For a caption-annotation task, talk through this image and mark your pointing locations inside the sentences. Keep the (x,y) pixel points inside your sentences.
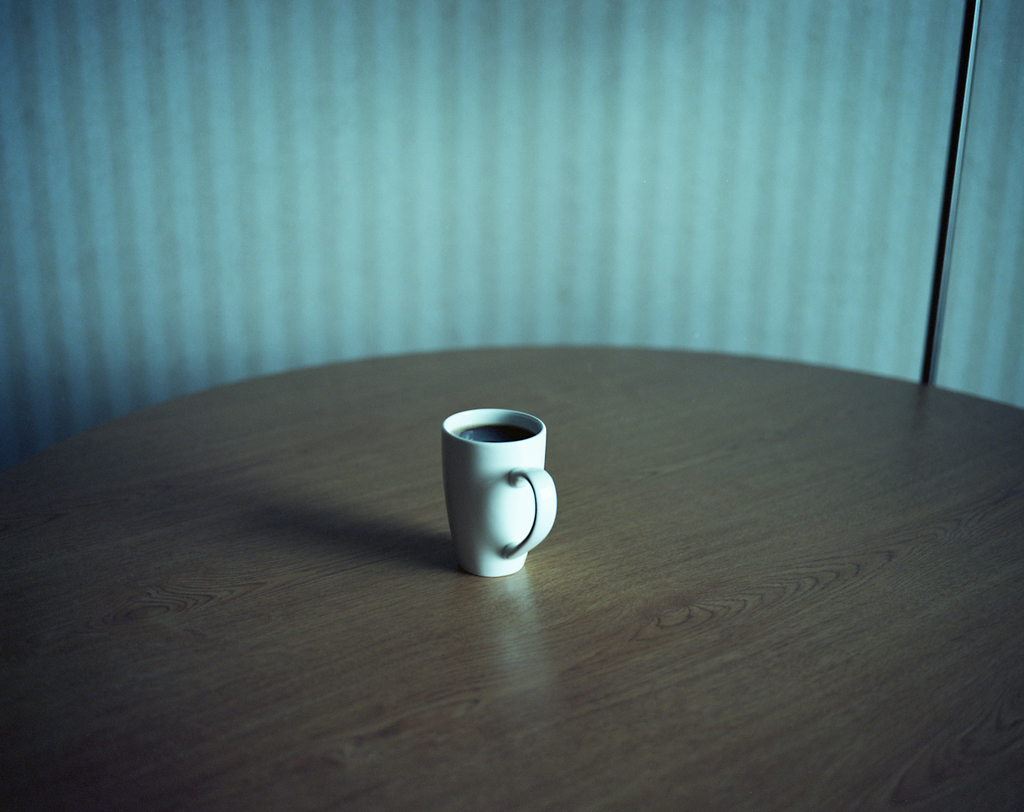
In this picture we can see a white colour cup (509,523) on the table (554,578).
